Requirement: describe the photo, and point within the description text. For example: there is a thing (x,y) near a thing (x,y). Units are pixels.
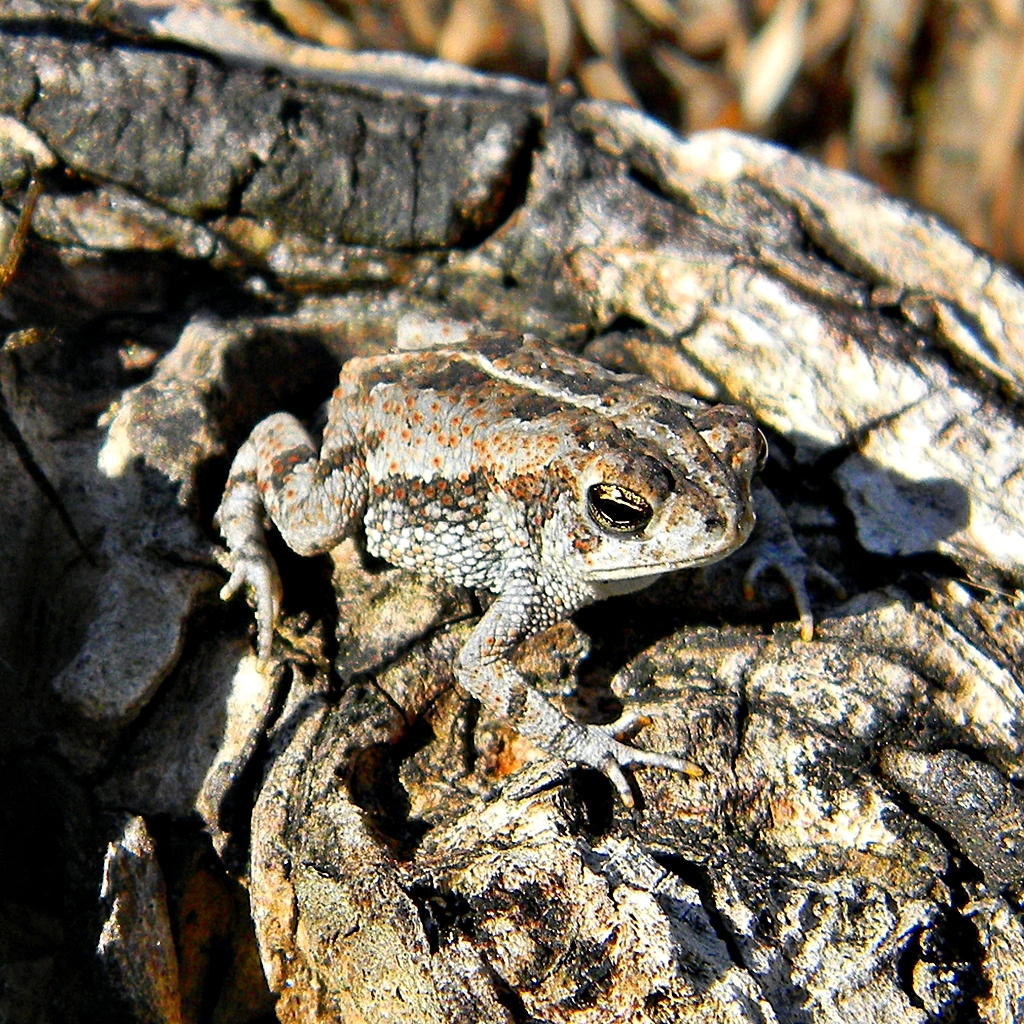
In this picture we can see a frog (524,432) on the rock (847,667).
